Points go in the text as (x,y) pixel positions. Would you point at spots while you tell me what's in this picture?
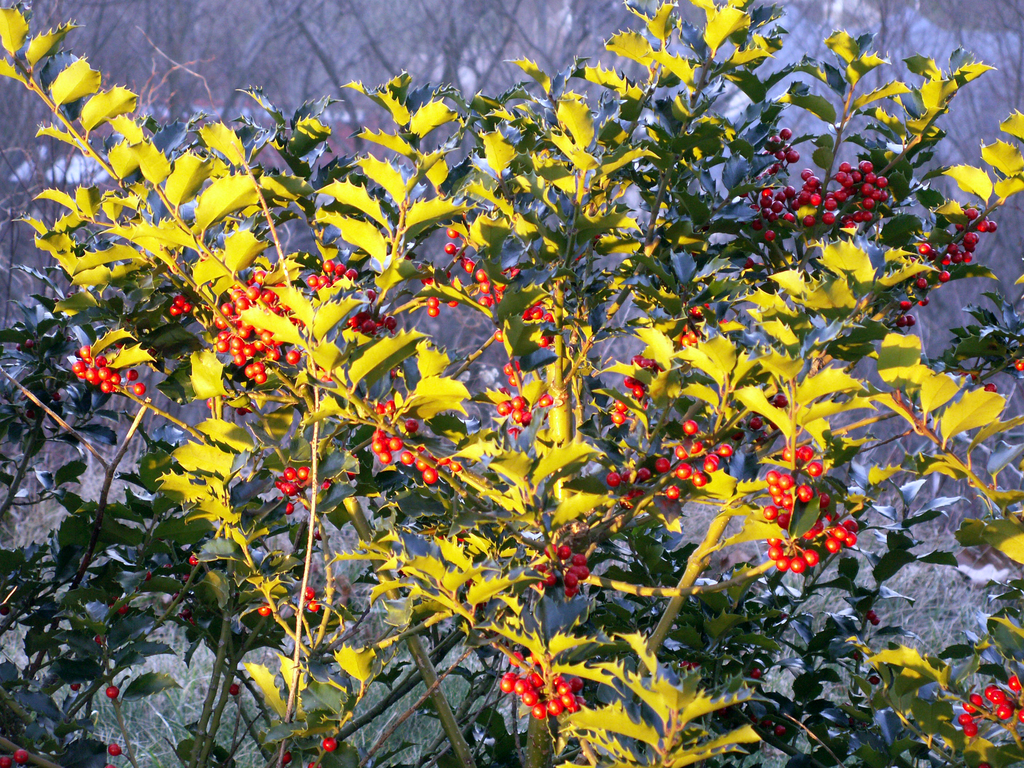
In this picture we can see plants (326,426) and fruits (224,322). In the background of the image (287,61) it is blurry.
